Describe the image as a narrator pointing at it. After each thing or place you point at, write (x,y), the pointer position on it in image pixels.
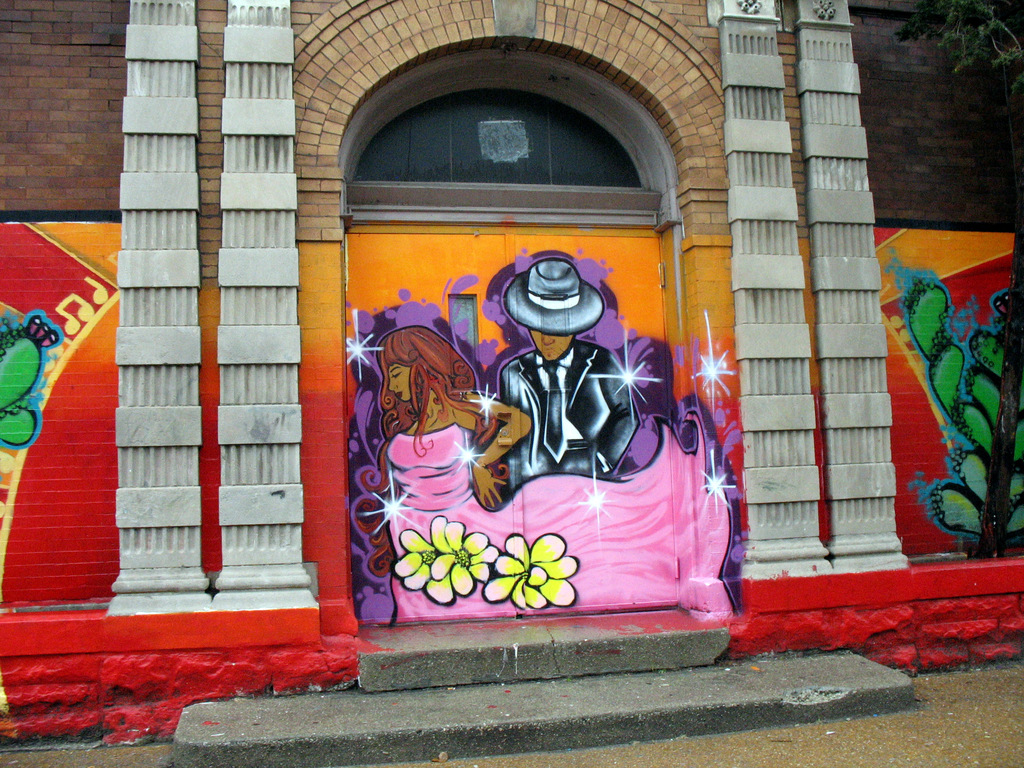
In this image there is a building (340,379) and on the wall (343,388) of the building (280,410) there is a painting (559,438). On the right side (932,13) there is a tree (1021,84) and in the front (602,668) there are steps (537,667).
